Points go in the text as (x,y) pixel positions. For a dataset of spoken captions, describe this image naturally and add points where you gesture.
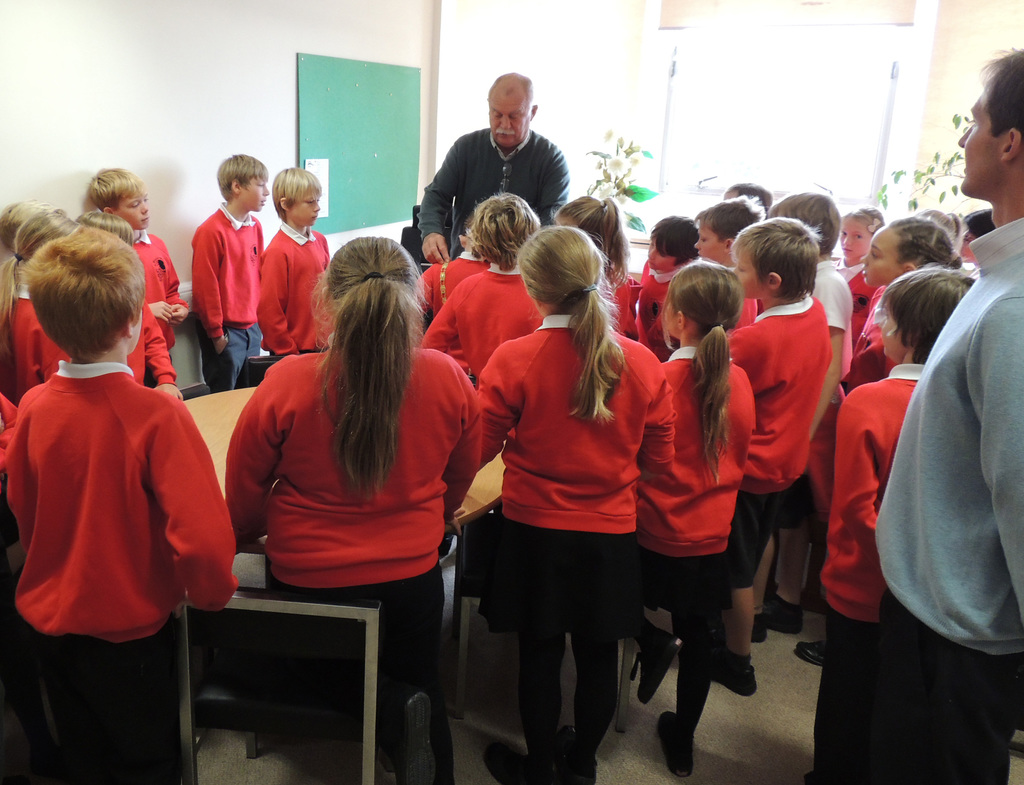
In this image there are kids (744,312) wearing red sweater (409,409) and standing in the middle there is a table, on the right side (939,564) there is a person (911,595) standing, in the background (521,173) there is a man (521,118) standing and there is a wall (592,101) to that wall (272,121) there is a board (373,118).
